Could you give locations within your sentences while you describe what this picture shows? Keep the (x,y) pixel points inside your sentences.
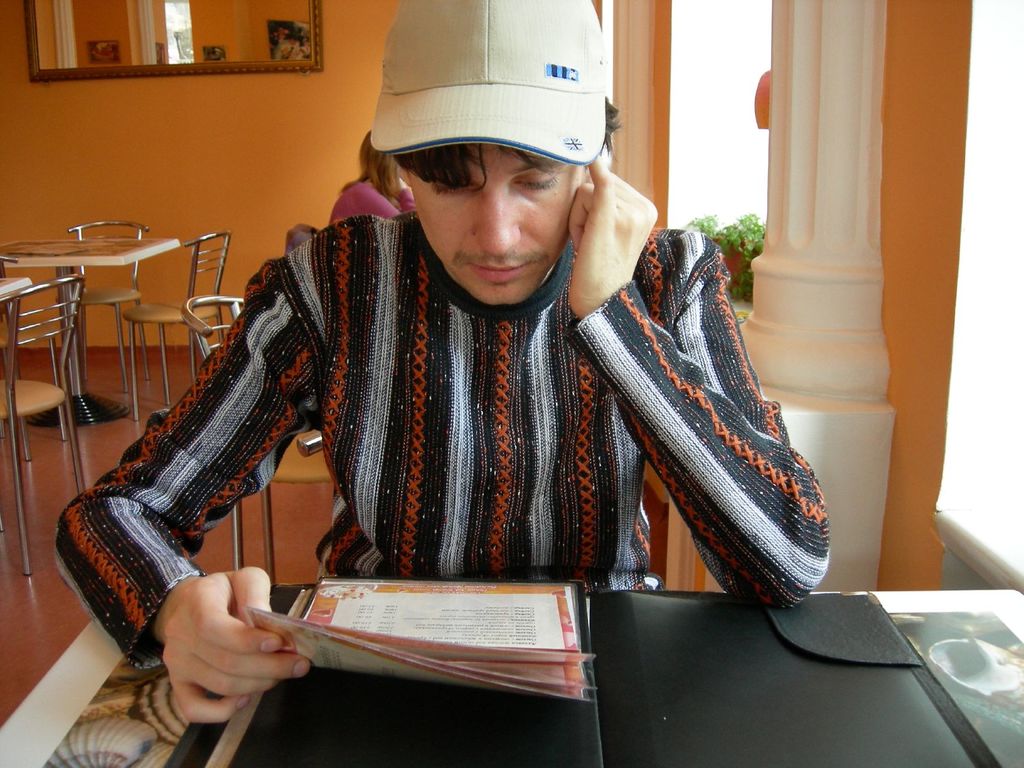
In this image we can see a man (460,398) is sitting at the table (127,696) and holding cards (339,643) in his hand (192,702) and there is a cap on his head (487,300). We can see a file (372,744) on the table (86,730). In the background (268,242) we can see a person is sitting on a chair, empty chairs (192,284), tables (111,255), mirror (209,11) on the wall (84,108), plants (762,233) and objects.
